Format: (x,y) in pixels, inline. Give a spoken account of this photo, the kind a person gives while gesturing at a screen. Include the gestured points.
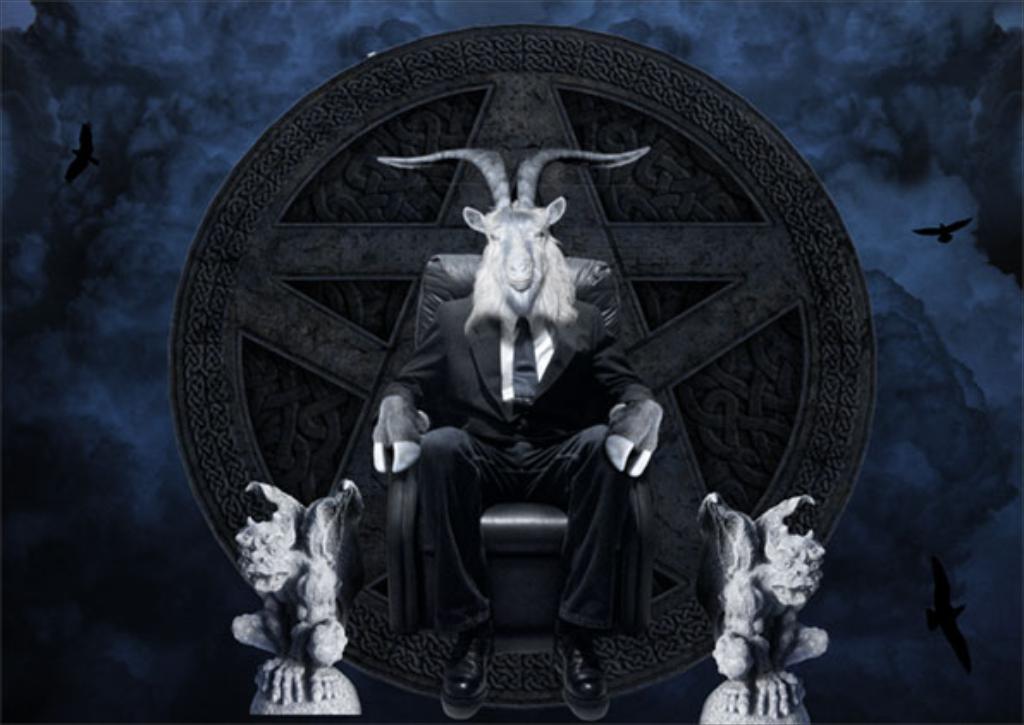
This is an animation and here we can see a person (456,373) wearing costume (452,322) and sitting on the chair (392,487) and there are sculptures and we can see a board (459,85). In the background (156,93), there are birds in the sky (65,311).
